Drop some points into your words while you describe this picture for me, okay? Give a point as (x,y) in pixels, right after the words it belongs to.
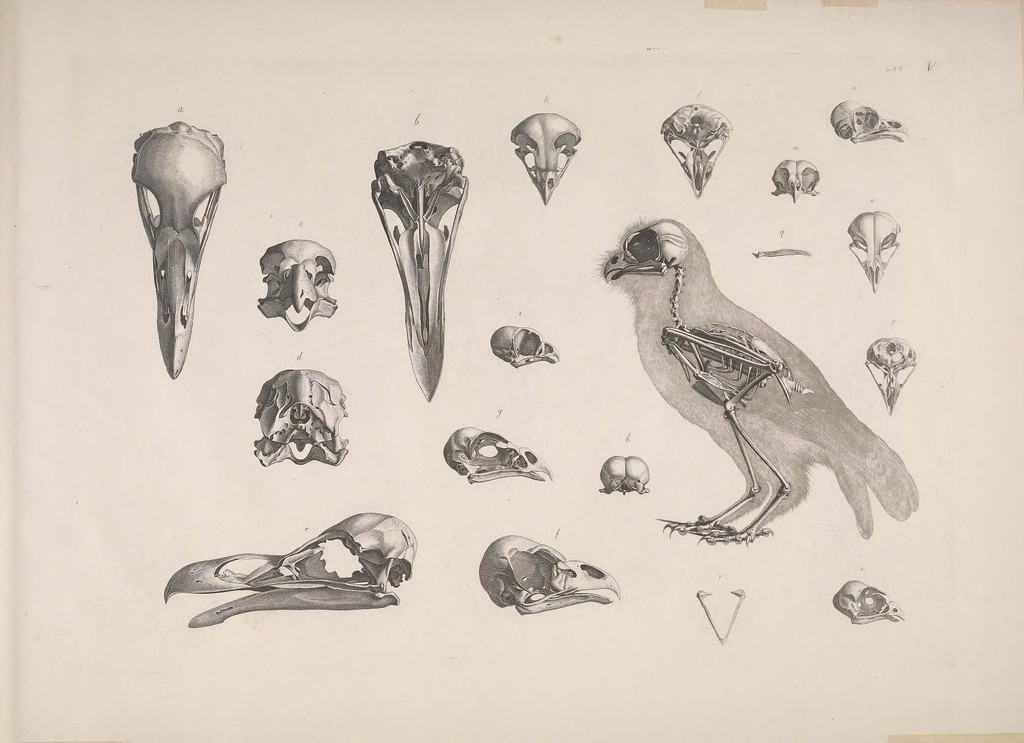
This is a picture of a bird (654,288) in this image there are some bones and skull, and the background (185,644) is white in color.
